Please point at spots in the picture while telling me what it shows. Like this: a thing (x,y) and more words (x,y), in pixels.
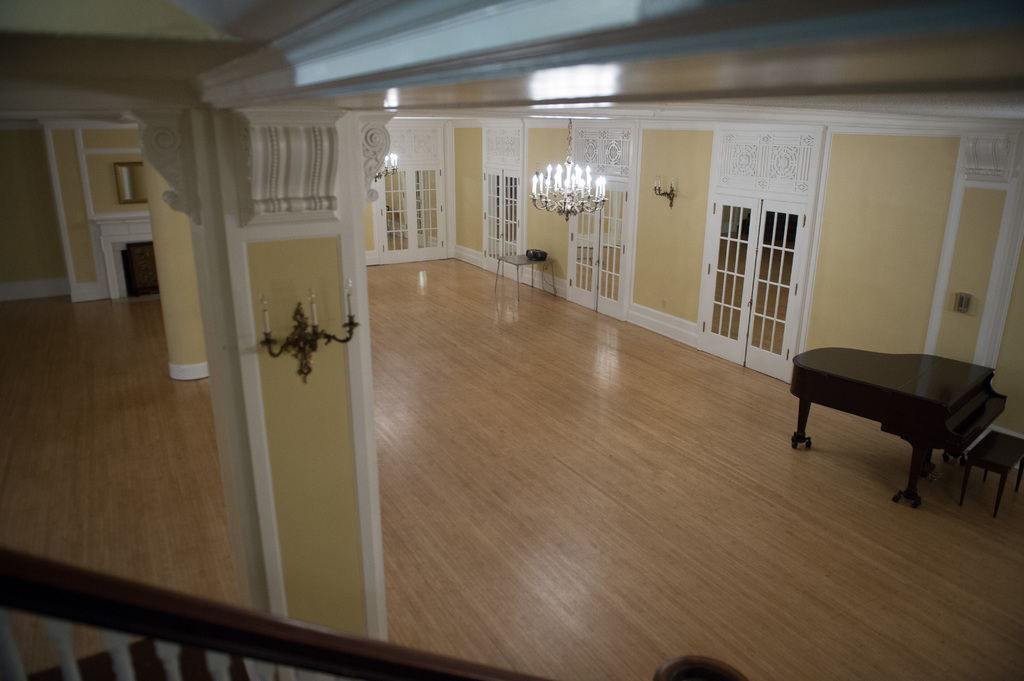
In this picture we observe a piano table (926,406) and a chair (995,450). In the background (770,293) we observe designed doors (782,298) fitted and also few lights (576,185) fitted to the roof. There are also designer pillars (301,240).
